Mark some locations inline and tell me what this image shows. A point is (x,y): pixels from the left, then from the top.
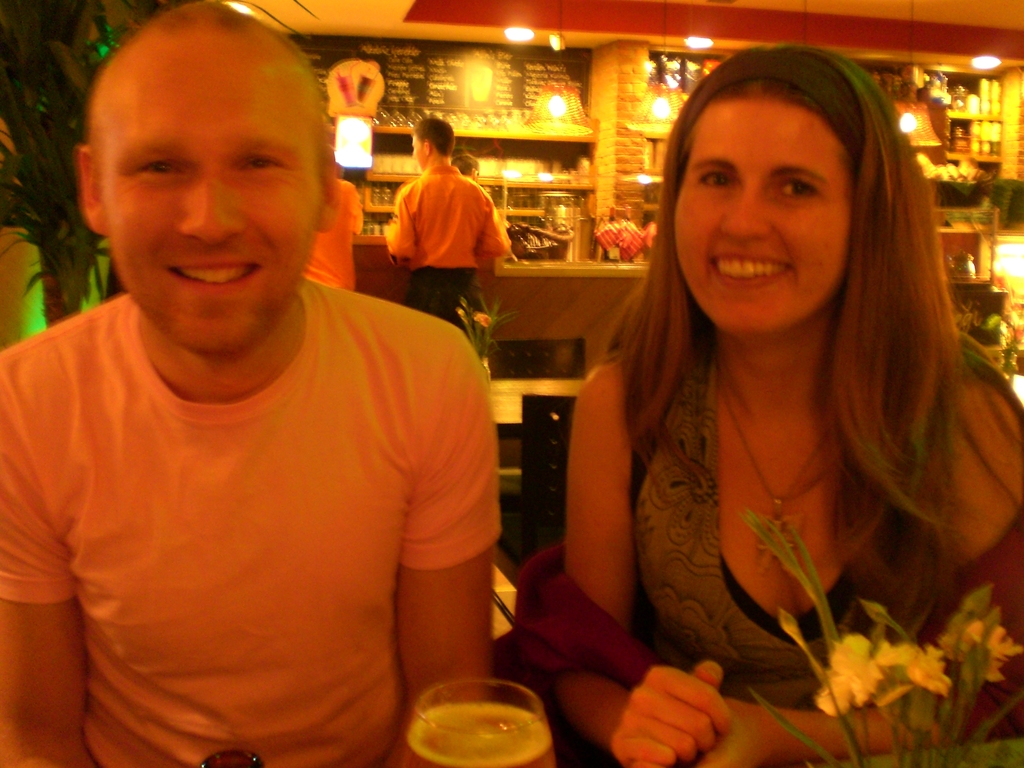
In this image I can see two people (552,556) sitting in-front of the table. These people (694,691) are wearing the different color dresses (583,599). I can see the glass (439,722) and flower vase (846,733). To the left (65,9) I can see the plant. In the background (419,152) I can see few people (447,304) standing at the stall (390,213). I can see there are boards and many objects (534,207) in the stall (603,182). I can see the lights (643,181) in the top (675,101).
